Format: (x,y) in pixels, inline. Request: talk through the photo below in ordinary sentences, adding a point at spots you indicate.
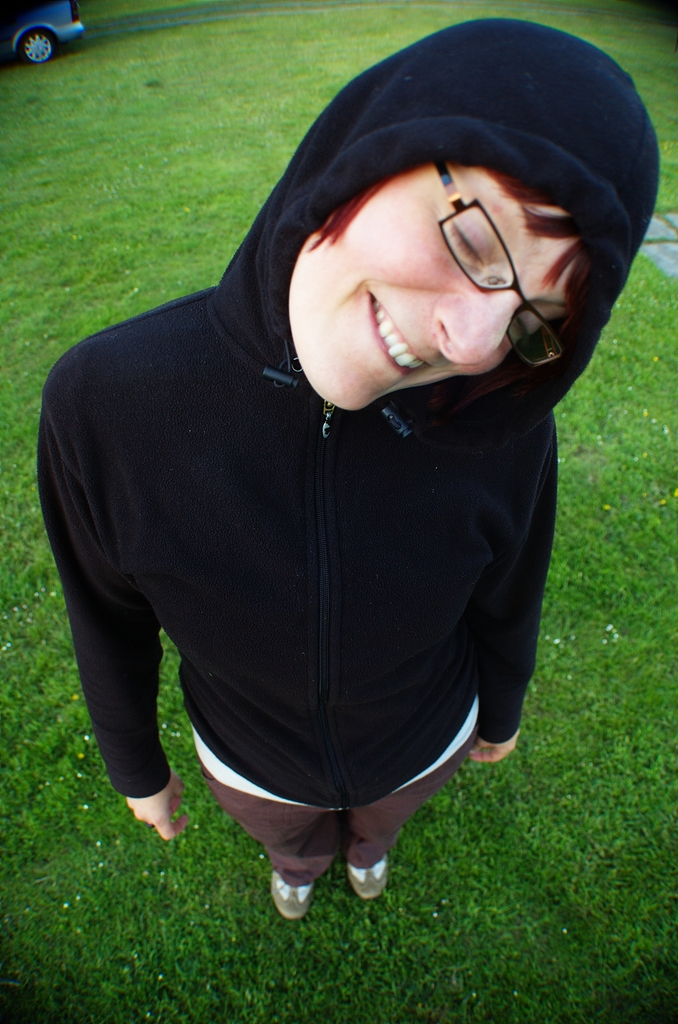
In this image we can see a person (287,393) standing and smiling and we can see grass (333,885) on the ground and at the background (25,32), we can see a vehicle (39,42).
